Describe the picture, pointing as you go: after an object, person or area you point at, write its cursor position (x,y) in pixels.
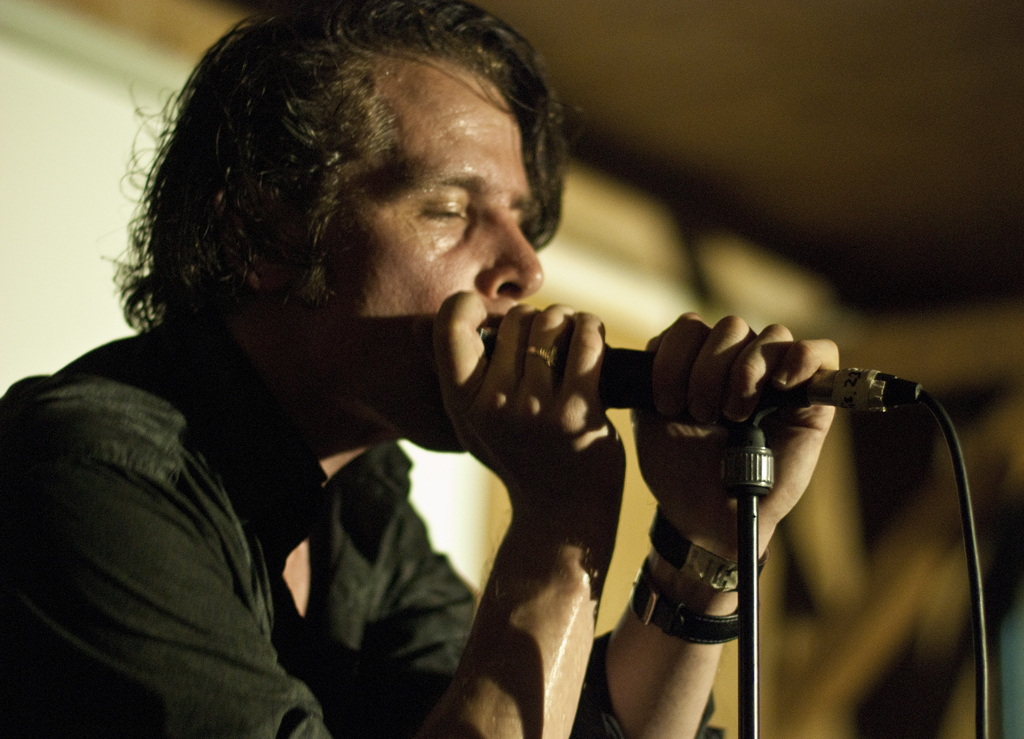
Here we can see a man (667,424) holding a mike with his hands (676,360) and there is a blur background (709,222).
